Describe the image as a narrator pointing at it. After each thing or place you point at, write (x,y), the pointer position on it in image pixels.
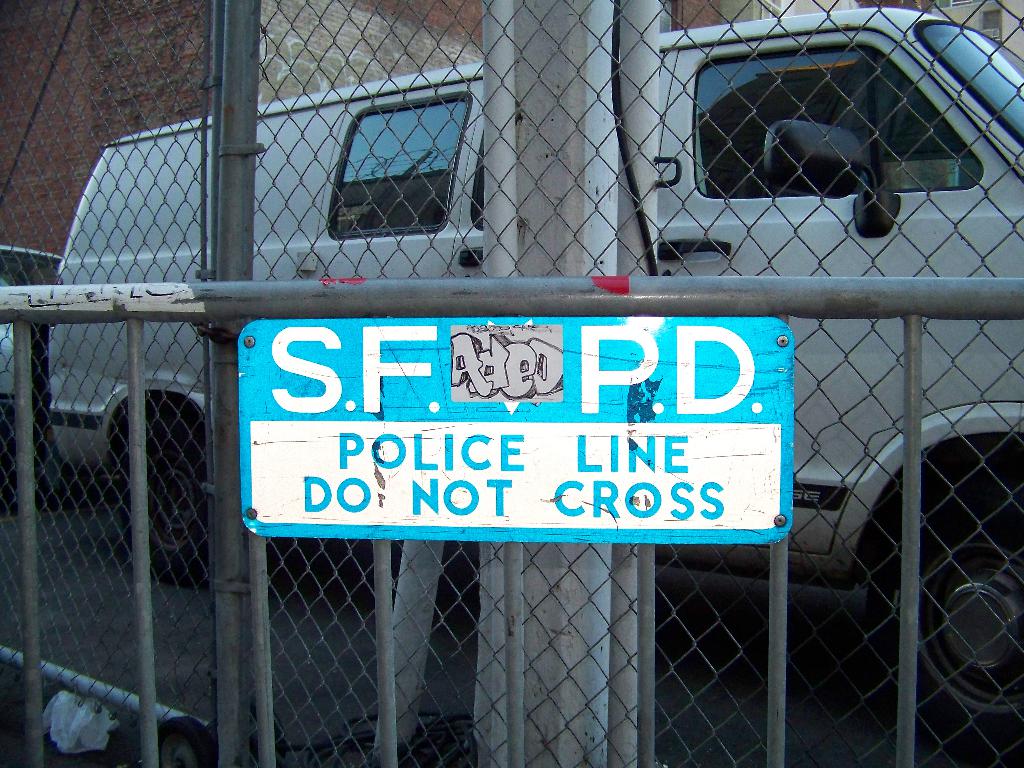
In this image we can see the fence (760,607) with the text board (604,469) and behind the fence (399,145) we can see the vehicle (846,130) on the road (457,670). We can also see the cover (77,706), building (957,2) and also the building wall (185,38).
